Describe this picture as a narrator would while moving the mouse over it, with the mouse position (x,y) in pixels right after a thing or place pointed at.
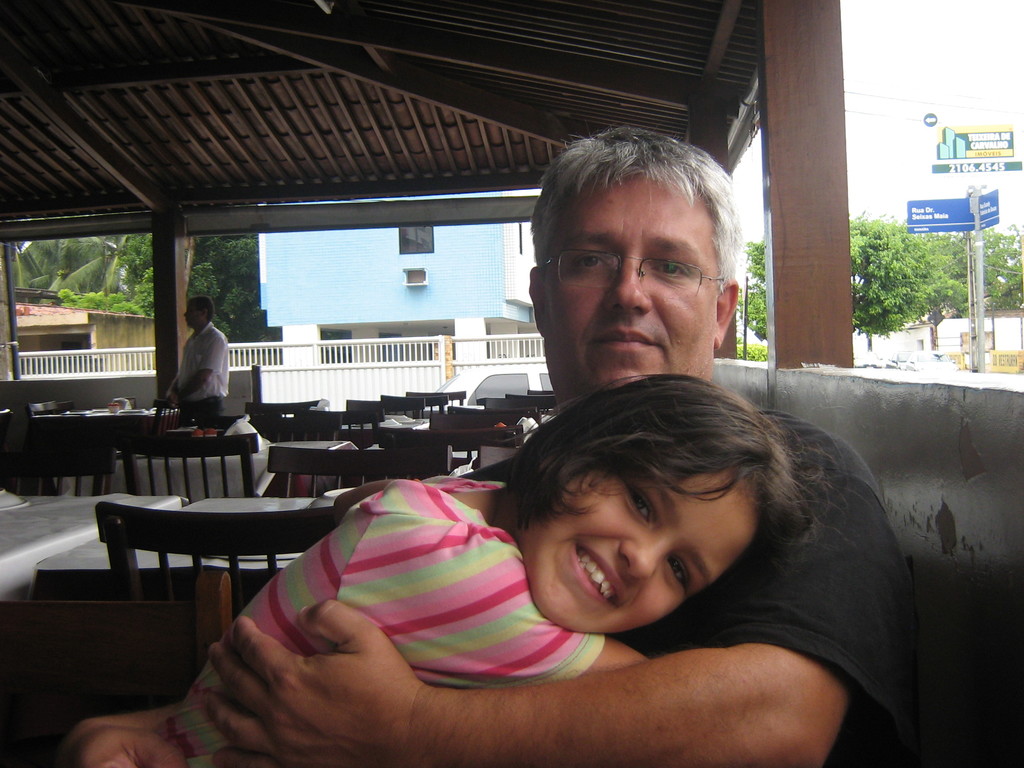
Man (784,566) in black t-shirt (836,575) is holding a girl (420,628) with his hands (347,645). Beside him, we see many tables (193,471) and chairs (157,514). I think this picture might be clicked in a restaurant (268,481) and behind that, we see iron railing (332,356) and blue building (412,316). Beside that, we see many trees (211,268). In the right corner of the picture (940,199), we see a pole (973,305) and a board (941,208) which is blue in color.
